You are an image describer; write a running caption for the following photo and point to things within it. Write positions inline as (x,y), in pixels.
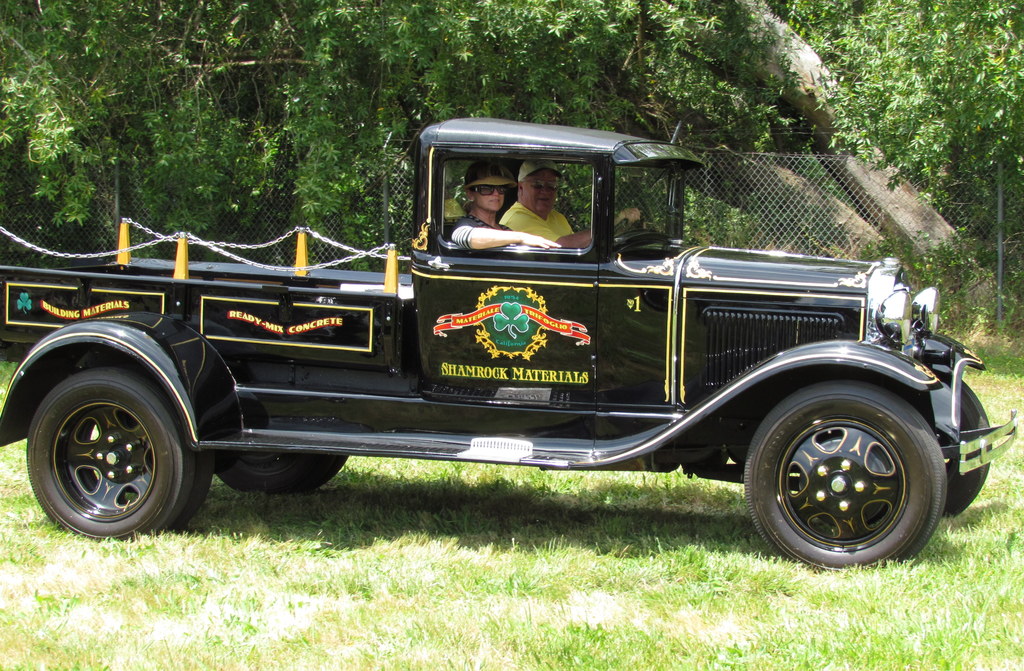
In the foreground of this picture (394,404), there is a black color truck (720,373) where two people (524,217) sitting inside is on the grass (765,553). In the background (899,197), there is a fencing (814,166) and trees (607,65).
